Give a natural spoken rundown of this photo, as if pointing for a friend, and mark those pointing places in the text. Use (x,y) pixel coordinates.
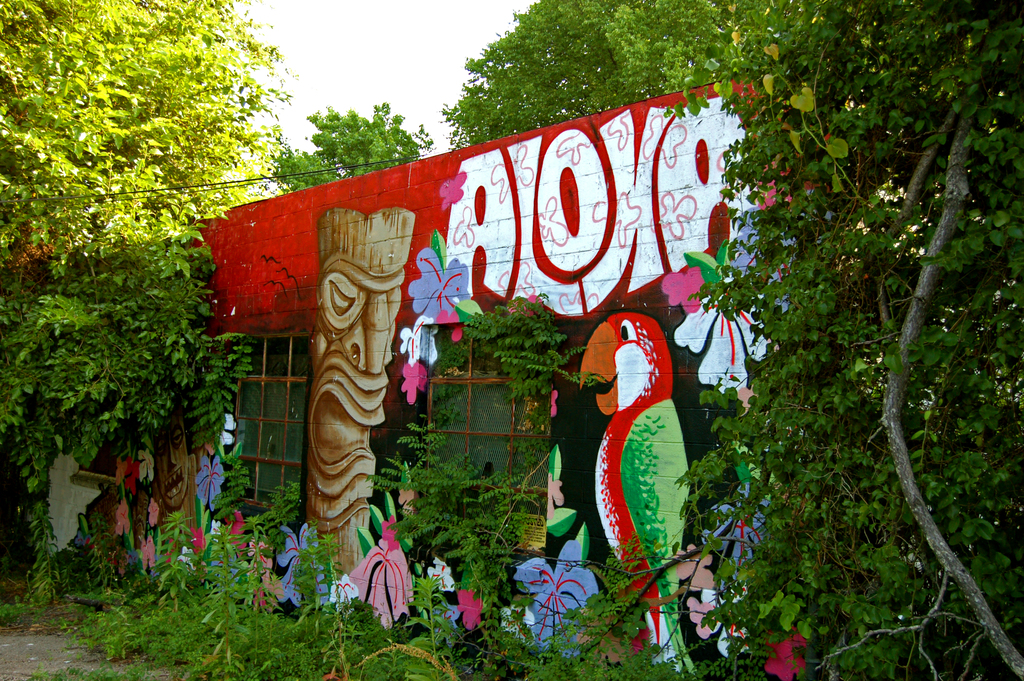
In this image there is a wall (409,323) on which there is a painting (355,414). At the bottom (237,616) there are plants (326,617). There are trees (101,264) on either side of the wall (531,276). On the wall (570,409) there is a parrot (649,459) on the right side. At the bottom (259,561) there are flowers (288,578). In the middle (503,439) there are windows (271,414). At the top (435,44) there is the sky (449,44).
